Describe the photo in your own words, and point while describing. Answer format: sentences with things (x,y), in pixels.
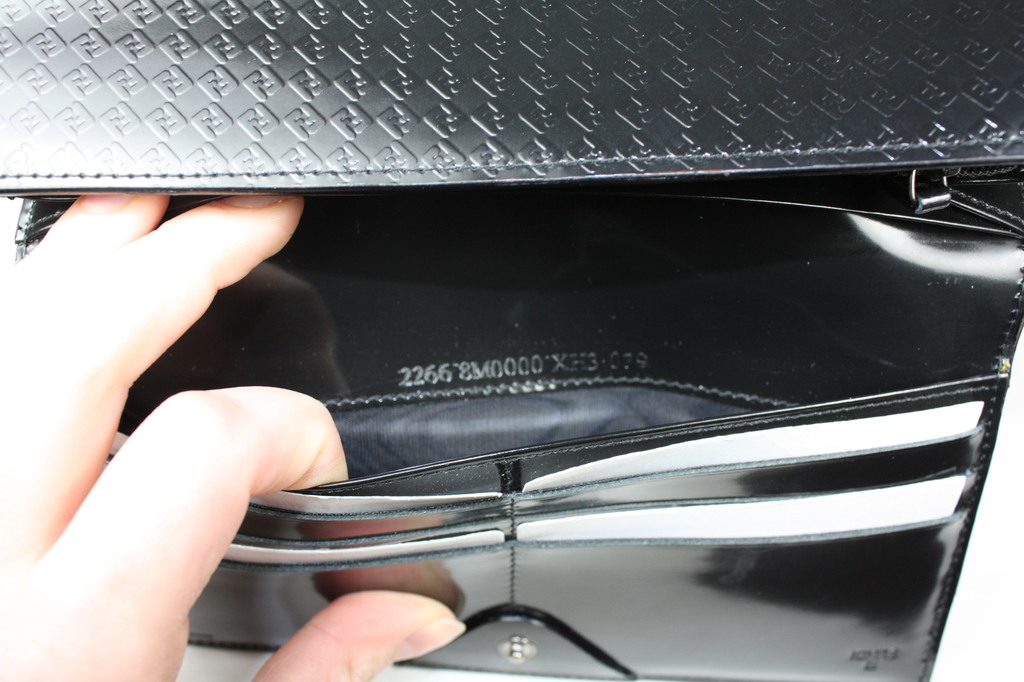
In this image we can see a person's hand (60,241) holding black color wallet (189,146).
